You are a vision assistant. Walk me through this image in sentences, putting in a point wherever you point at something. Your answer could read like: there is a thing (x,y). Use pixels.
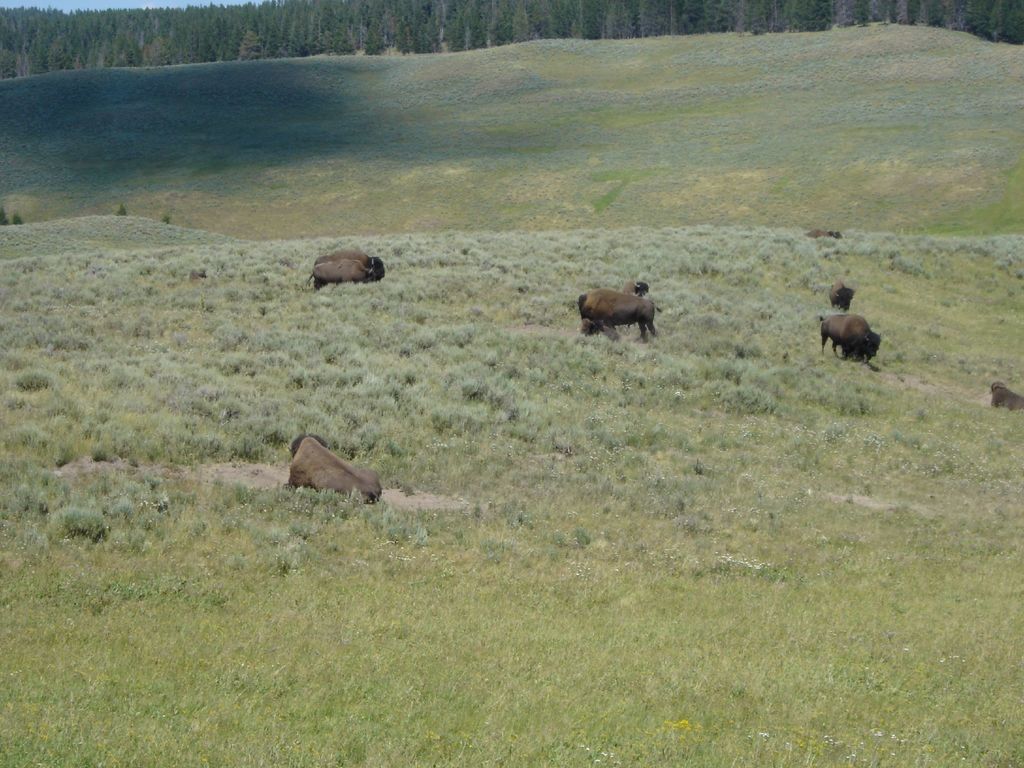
In the picture I can see few animals (833,299) on a greenery ground (733,327) where one among them is sitting and the remaining are standing and there are trees (373,39) in the background (348,30).
